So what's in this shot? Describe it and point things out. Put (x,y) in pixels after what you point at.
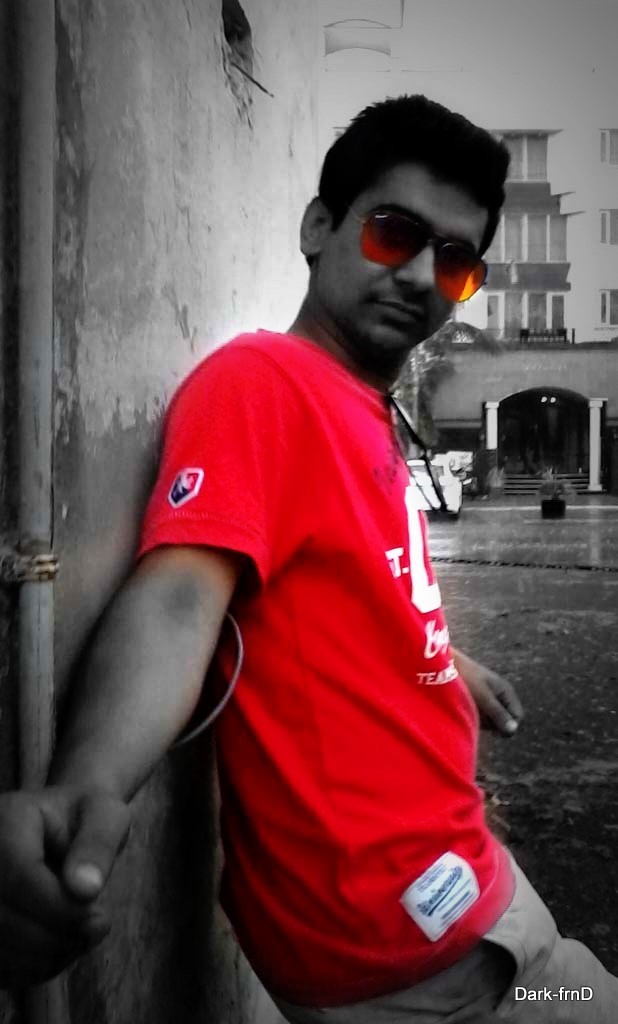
This image consists of a man (48,934) wearing a red T-shirt (347,773) and shades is standing. On the left (57,280), there is a wall (292,267). In the background (524,389), there is a building (488,400) and a car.
